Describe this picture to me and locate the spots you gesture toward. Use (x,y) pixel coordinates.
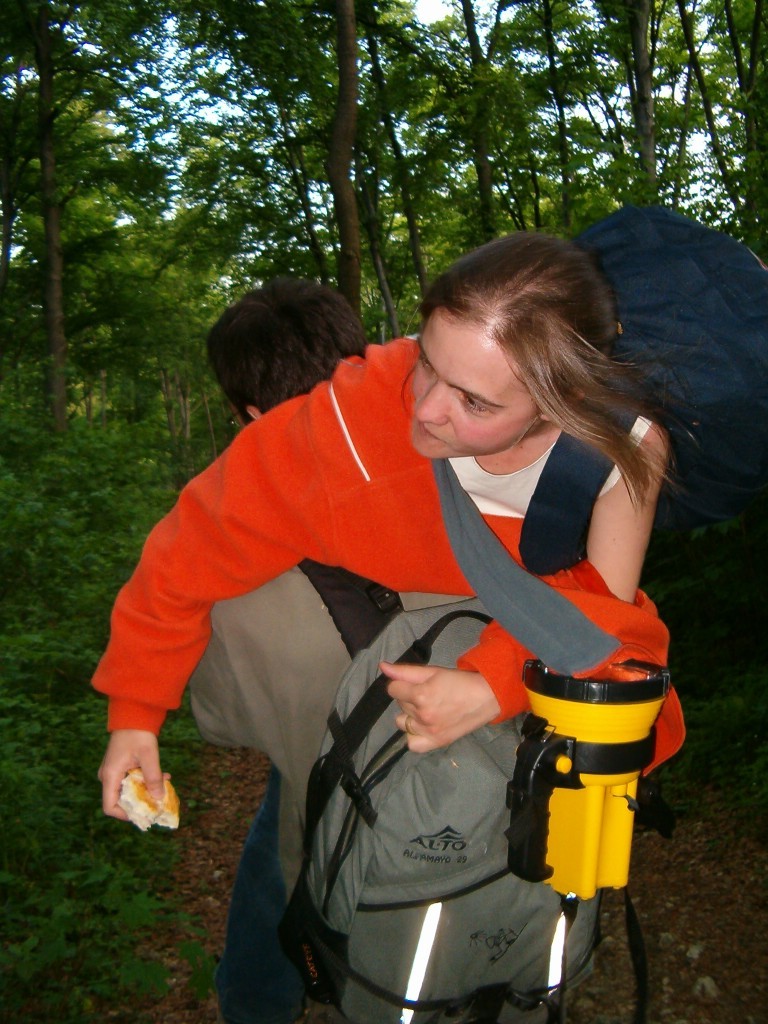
In this picture there is a man (216,625) who is walking and wearing a bag (410,897) and he is also carrying a woman (550,341), she is holding some food (132,772) in her right hand (121,766) she is also wearing a bag (676,370) and there is a torch (601,724). In the background (83,562) there is some grass (69,496), plants (79,518), trees (214,174) and sky (174,51).
